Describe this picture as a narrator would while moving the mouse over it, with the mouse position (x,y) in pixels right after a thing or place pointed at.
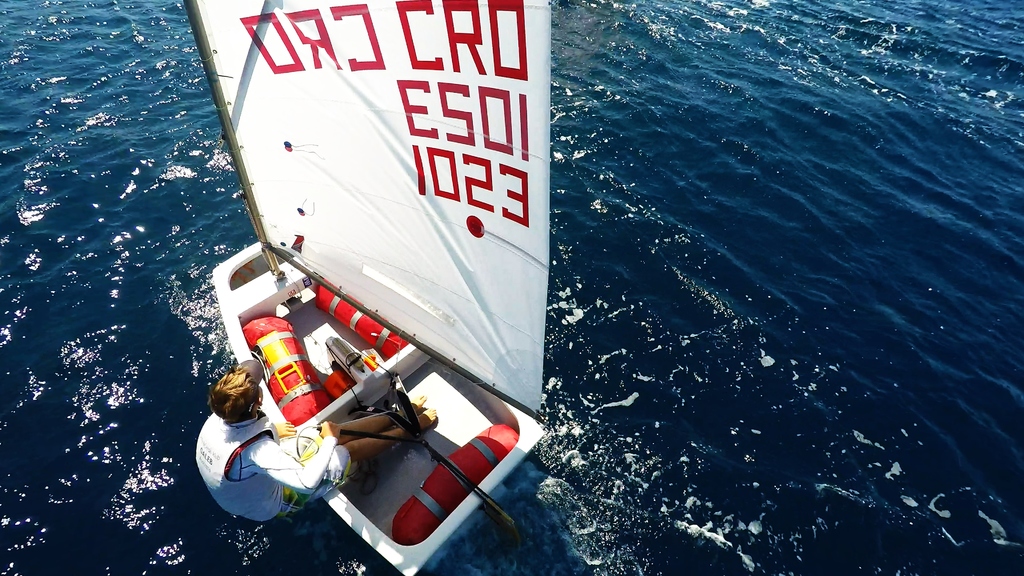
In this image we can see a person (277,452) sitting on the boat (342,399).
